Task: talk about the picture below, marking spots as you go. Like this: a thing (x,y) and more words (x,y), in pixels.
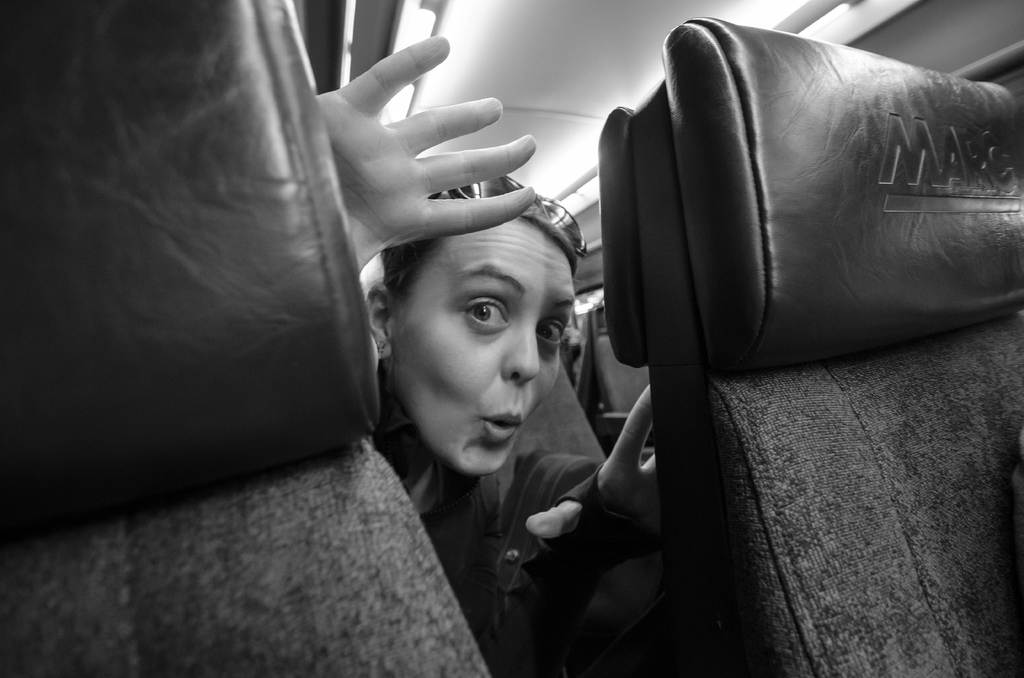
This picture consists of person (577,260) in side of the vehicle (204,242) and there are two seats (804,363) visible in front of the person (549,333).
